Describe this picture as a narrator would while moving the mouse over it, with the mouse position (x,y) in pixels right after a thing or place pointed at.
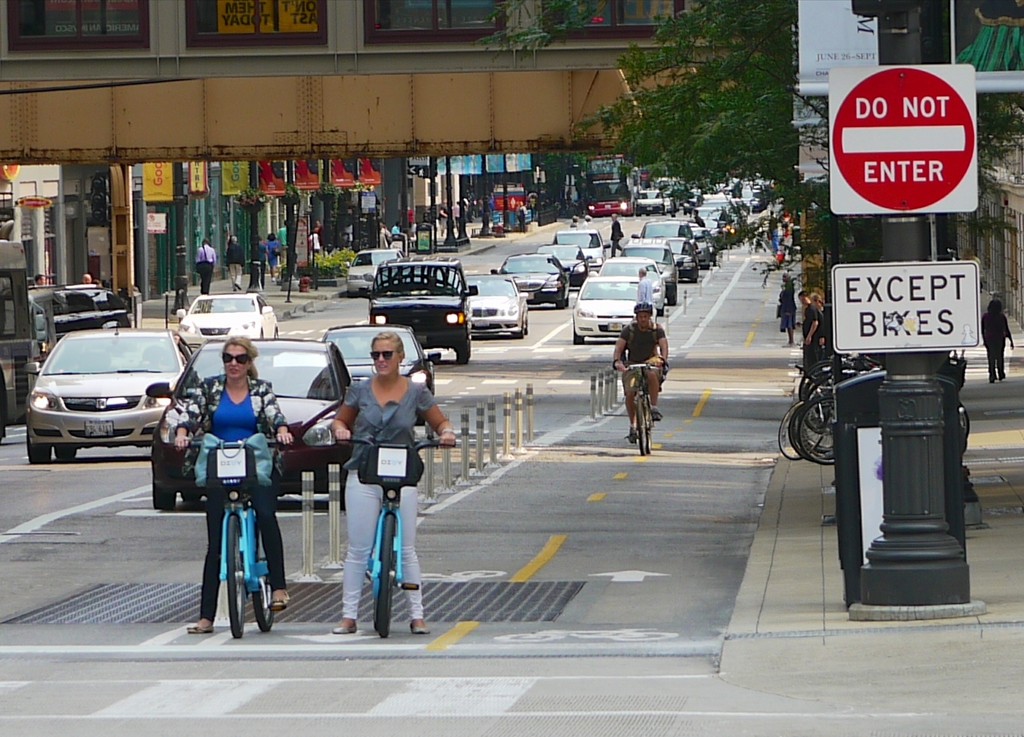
In this image I can see some vehicles (486,286) on the road (565,371). I can see some people (361,425). On the right side (898,296), I can see the boards (920,172) with some text (934,171) written on it.
